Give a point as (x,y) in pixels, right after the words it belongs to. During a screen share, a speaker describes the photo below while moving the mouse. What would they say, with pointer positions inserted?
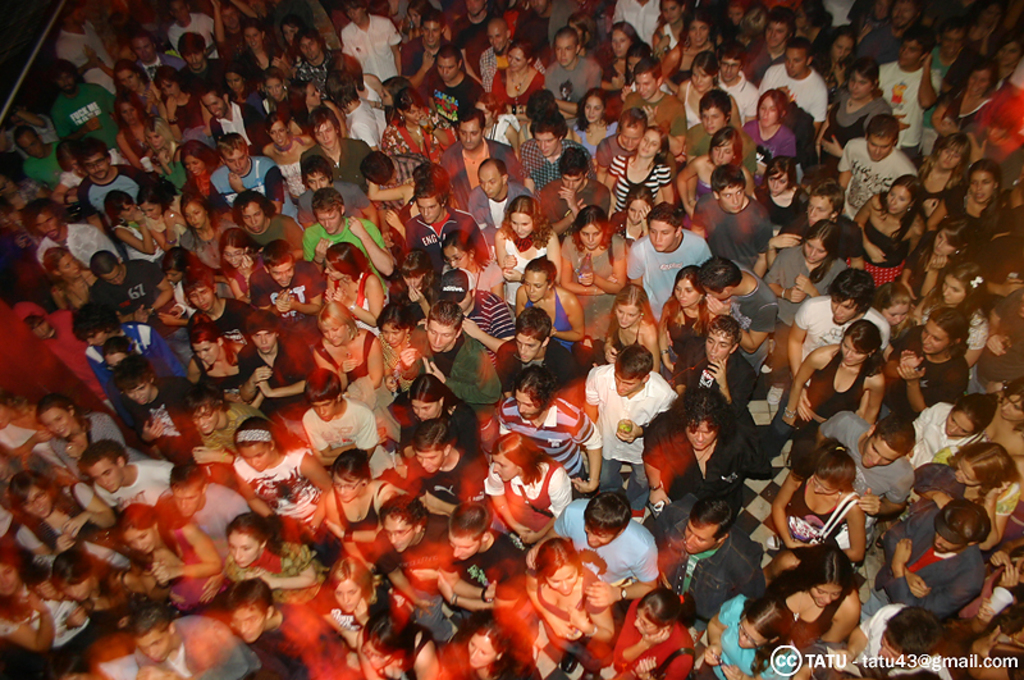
In this image we can see crowd (385,505).
